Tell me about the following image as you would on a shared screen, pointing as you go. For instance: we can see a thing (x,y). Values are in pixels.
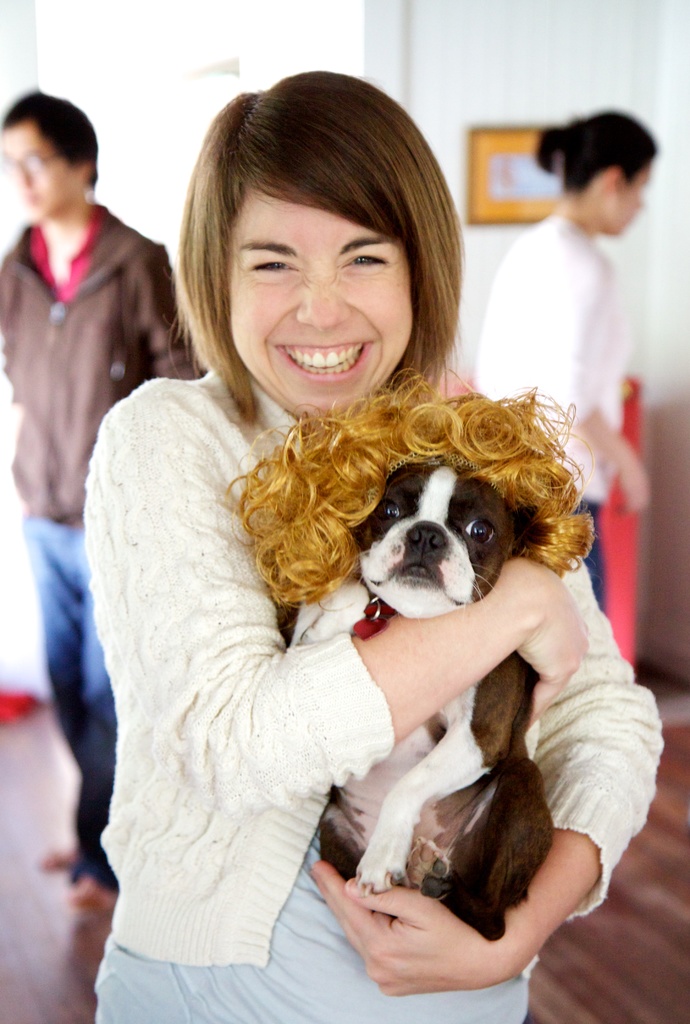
a person (206,331) is holding a dog (411,742). behind her there are 2 more people (61,325) standing.
